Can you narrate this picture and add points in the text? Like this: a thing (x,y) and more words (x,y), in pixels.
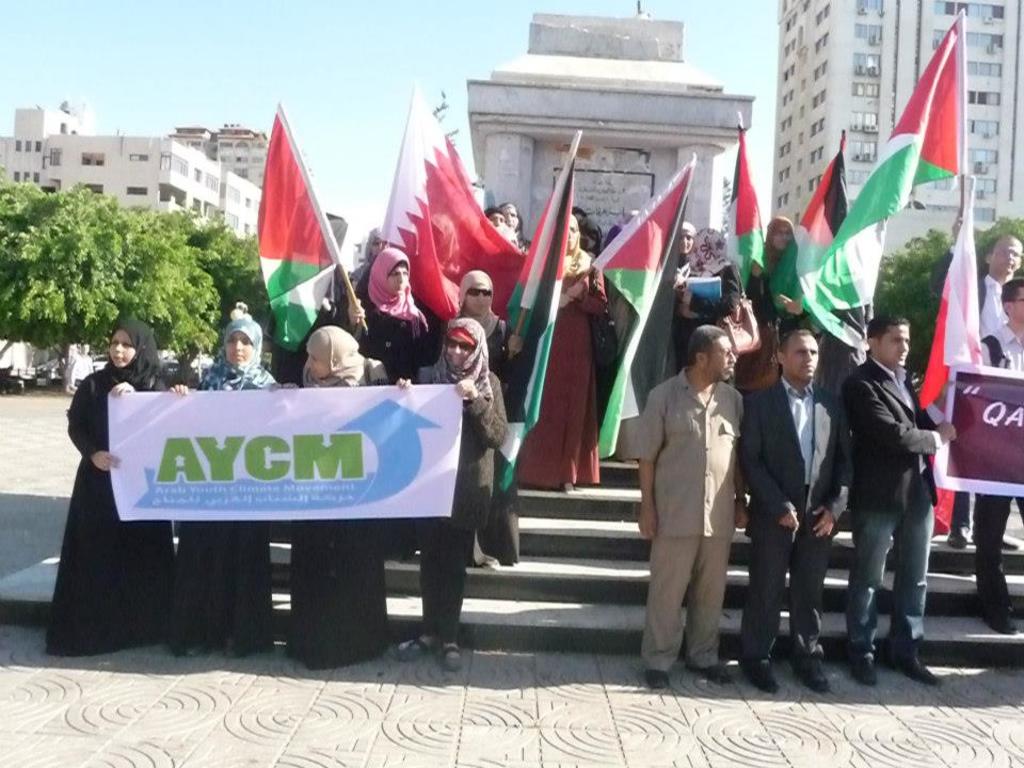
In this image a group of people (693,639) protesting with flags (875,196) and banners (202,470), in the background (825,58) there are buildings (817,73) and trees (58,272).
